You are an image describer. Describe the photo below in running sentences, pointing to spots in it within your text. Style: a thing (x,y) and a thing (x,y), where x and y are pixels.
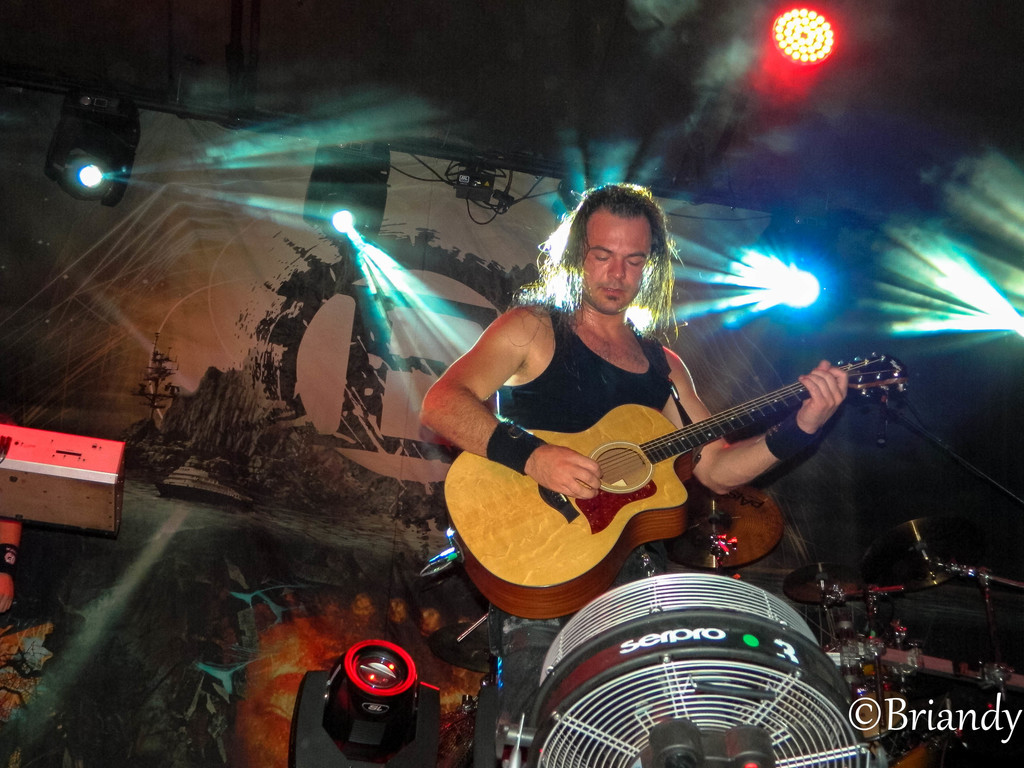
This image is clicked in a musical concert. There are lights (348,161) on the top (336,172), there is a person (717,466) in the middle (600,356) who is playing guitar (639,454). He is wearing black color t-shirt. there are lights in the bottom (325,686) too. There drums (869,617) on the right side (869,591) bottom corner.
